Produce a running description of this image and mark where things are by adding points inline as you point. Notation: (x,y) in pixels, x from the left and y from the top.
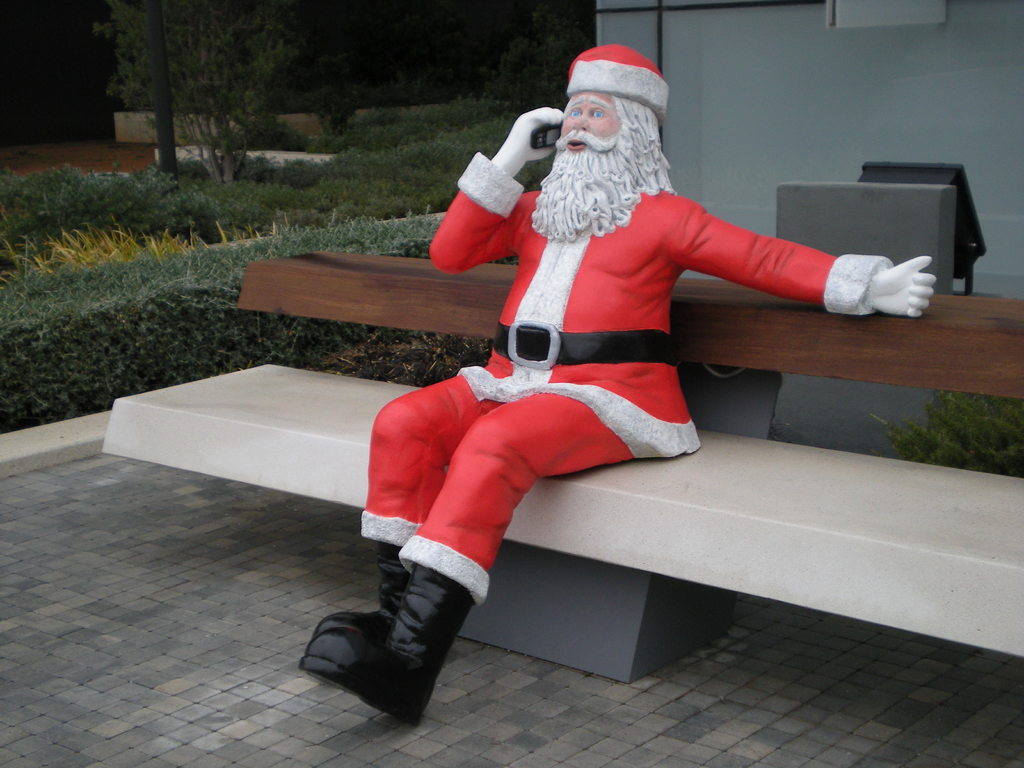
This is the picture of a santa claus statue (644,437) on the bench (599,468) and to the side there are some plants (2,342) and some other things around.
